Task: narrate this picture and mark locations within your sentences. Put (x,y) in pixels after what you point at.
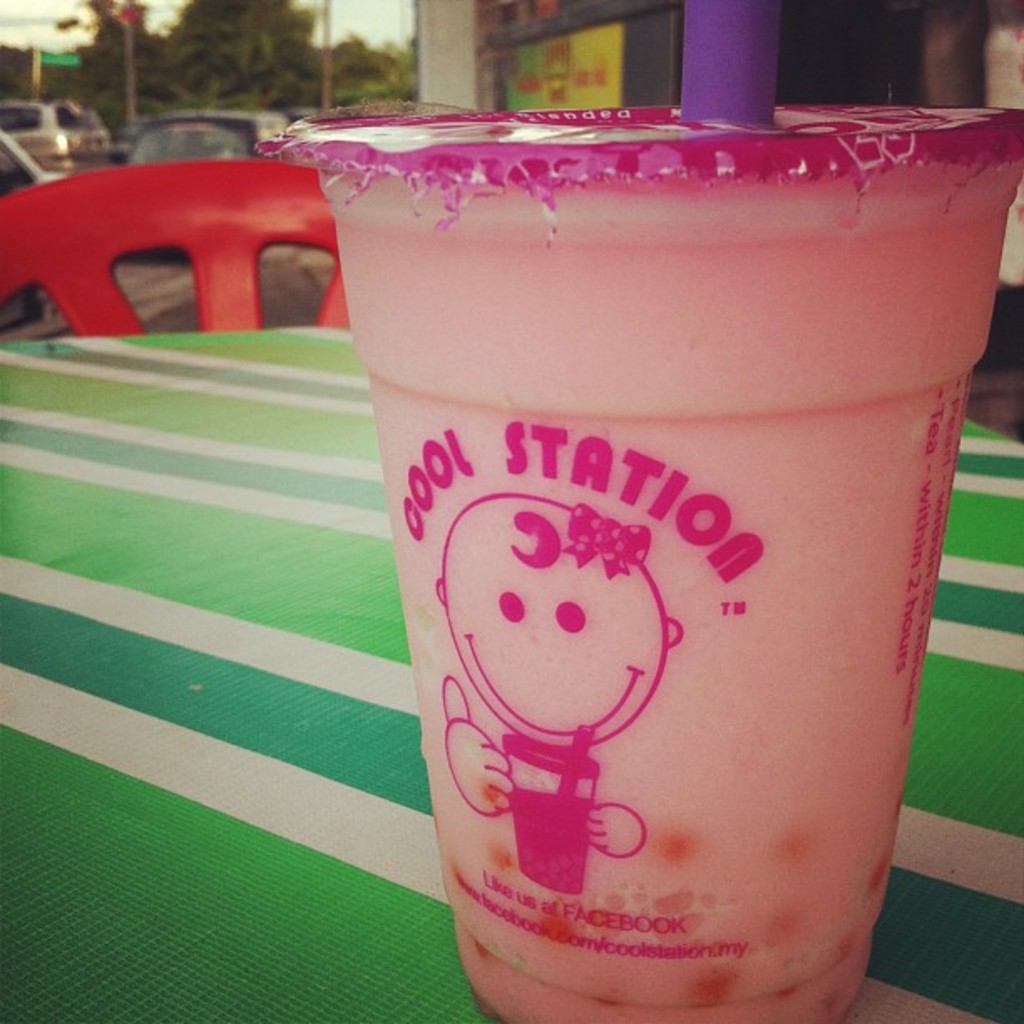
In this image there is a bubble tea cup (617,396) on the table (171,372) behind that there are some cars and building (980,63).
